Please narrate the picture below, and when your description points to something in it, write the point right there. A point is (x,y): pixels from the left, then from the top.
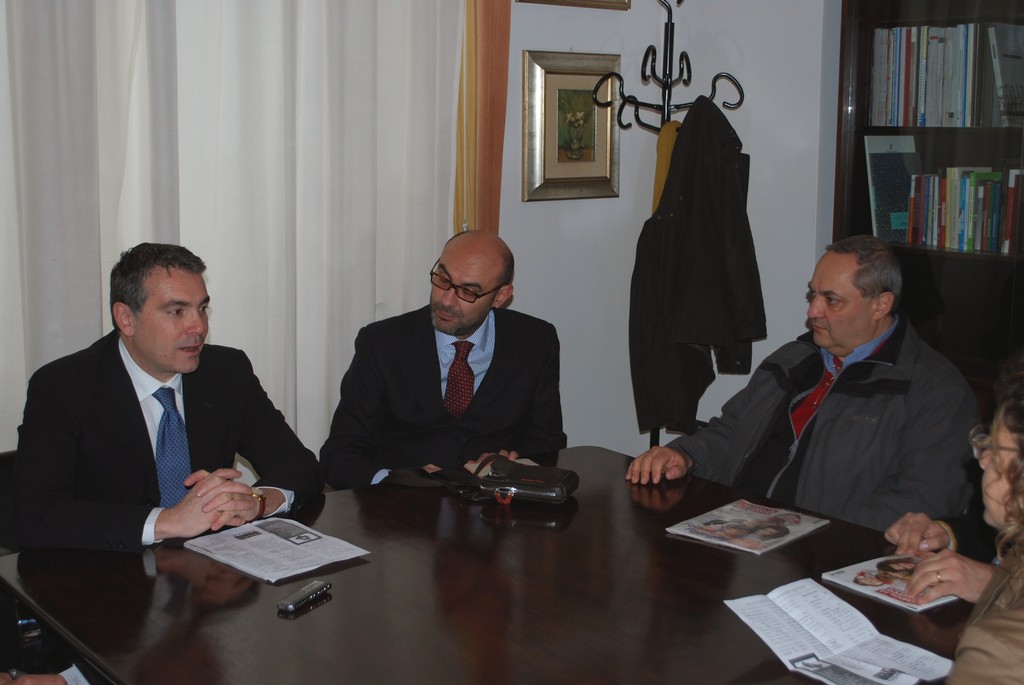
In this image I can see four persons (941,406) are sitting and I can see two of them are wearing formal dress (39,411). In the front of them I can see a table (398,543) and on it I can see few papers (866,632), two magazines (732,534), a bag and a black colour thing (309,591). In the background (369,134) I can see white colour curtains (250,139), a stand (620,104) and on it I can see a black colour jacket (647,235). I can also see a frame (543,169) on the wall (547,244) and on the right side of this image (1000,41) I can see number of books (965,54) on the shelves (835,235).
